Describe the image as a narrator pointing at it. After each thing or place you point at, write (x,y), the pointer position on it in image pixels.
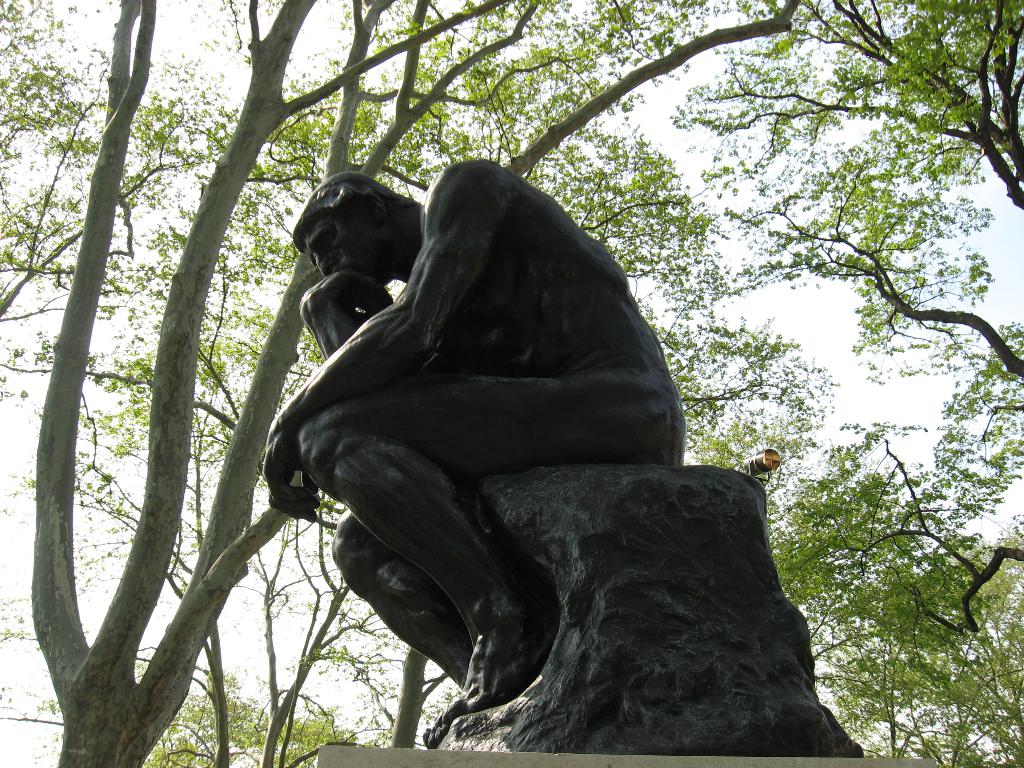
In this image we can see a statue (470,410) of a person (515,431) sitting on a rock (644,643). In the background of the image (662,292) there are trees (859,495) and sky (910,464).
